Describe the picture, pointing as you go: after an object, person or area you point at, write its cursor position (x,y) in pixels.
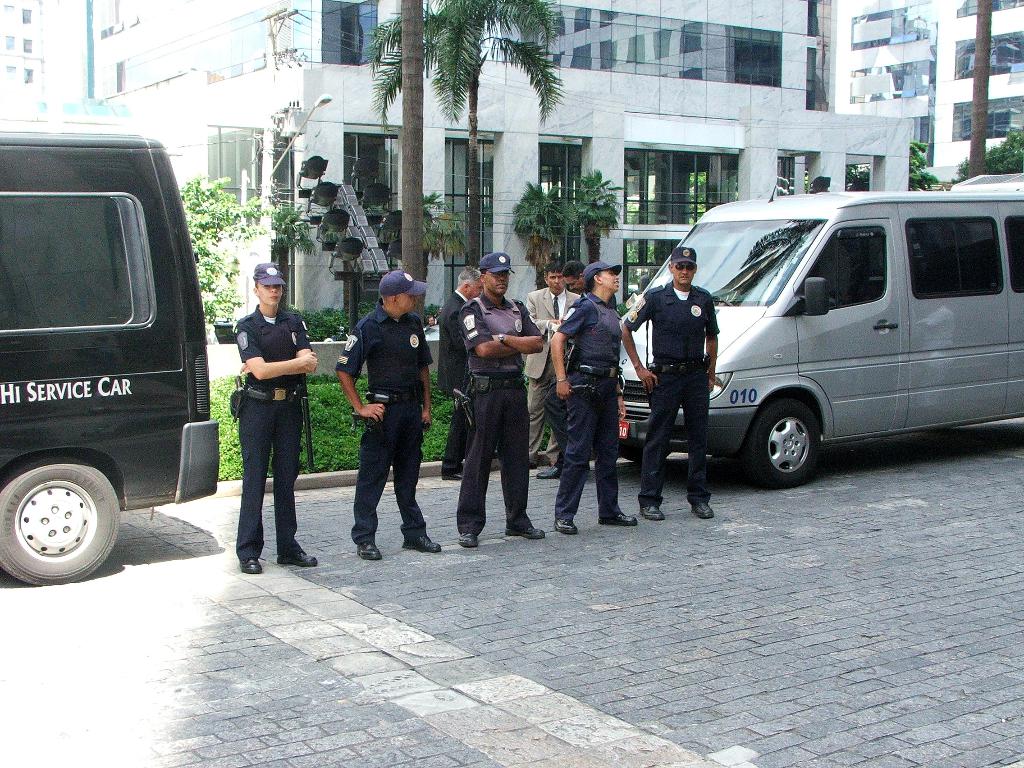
In this image I see a group of people (569,264) standing on the path (6,688), in which two of them are women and rest of them are man (356,347). On the left side (32,194) I see a van (211,455) which is of black in color and another van (711,242) on the right (892,211) which is of white in color. In the background (455,210) I see few buildings (626,7), few trees (421,29) and few plants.
